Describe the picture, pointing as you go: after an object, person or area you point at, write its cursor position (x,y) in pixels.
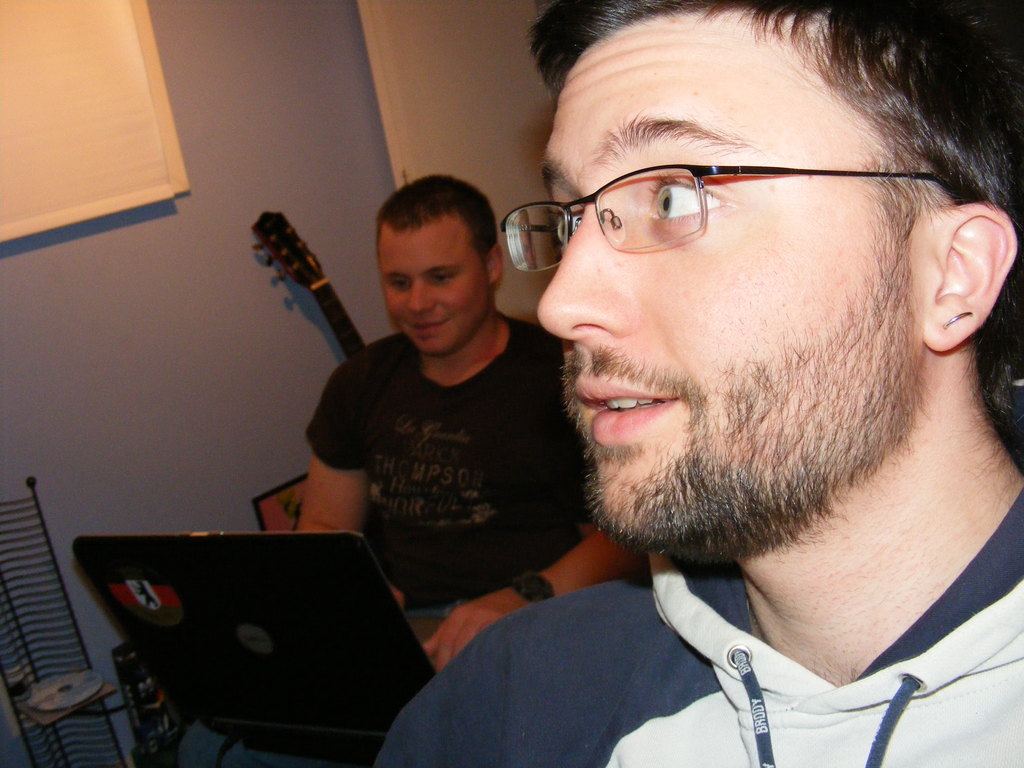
In this image we can see two persons (791,455). One person (719,246) is wearing spectacles (656,229). One person (480,393) is looking at a laptop (345,596). In the background (312,266), we can see a guitar (340,301), photo frame (288,498) on the wall (196,519), disk (93,688) placed on a rack (102,716), window (98,165) and a door (414,89).
